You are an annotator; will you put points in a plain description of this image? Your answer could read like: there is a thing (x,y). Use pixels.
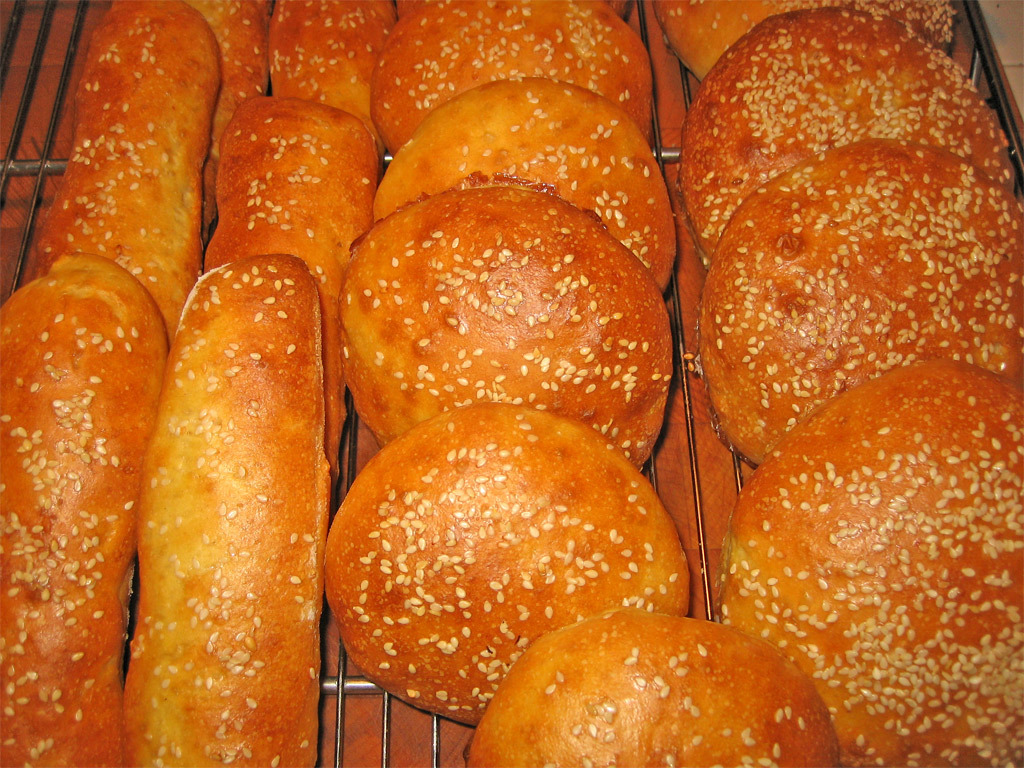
In the image there are baked bread rolls (884,31) and buns (694,2) on a rack (347,718).
